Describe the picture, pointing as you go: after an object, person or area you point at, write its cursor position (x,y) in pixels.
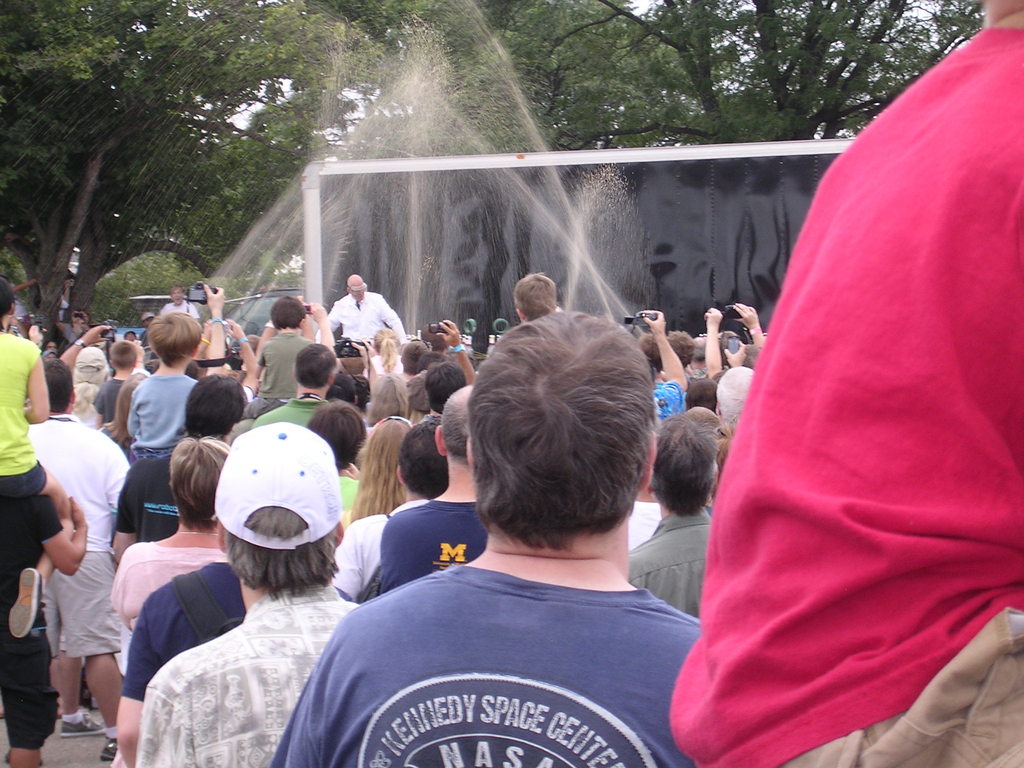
In this picture, we see many people (80,378) standing and enjoying the party. Many people (673,369) are holding cameras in their hands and they are clicking photos on the cameras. Man (350,328) in the white jacket (371,315) is spraying water (400,307). There are many trees (233,131) in the background (156,282) and this picture is clicked outside the city.
